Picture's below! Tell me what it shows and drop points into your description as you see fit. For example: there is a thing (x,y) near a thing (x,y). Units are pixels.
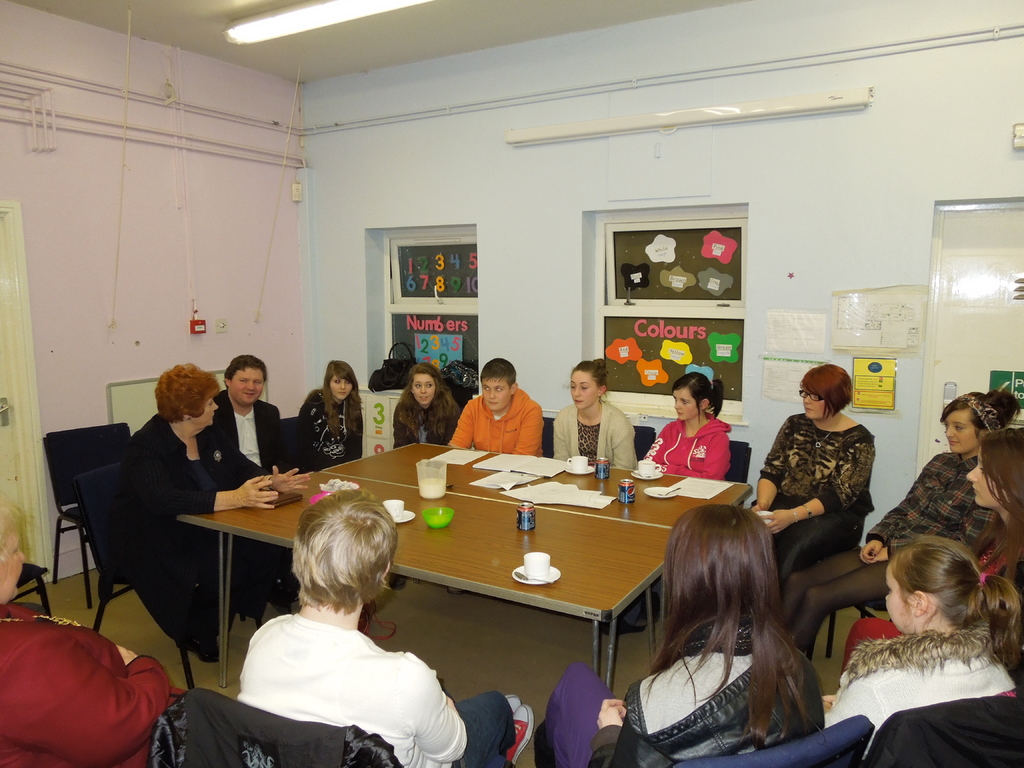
in this picture we can see a group of people (853,426) sitting on the chair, and in front (518,475) there are cups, papers (505,481) and tins (626,488) on the table (621,550), and at back (552,204) there is wall (586,203) and some papers (773,333) on it, and at the top (308,21) there is the light (281,27).
